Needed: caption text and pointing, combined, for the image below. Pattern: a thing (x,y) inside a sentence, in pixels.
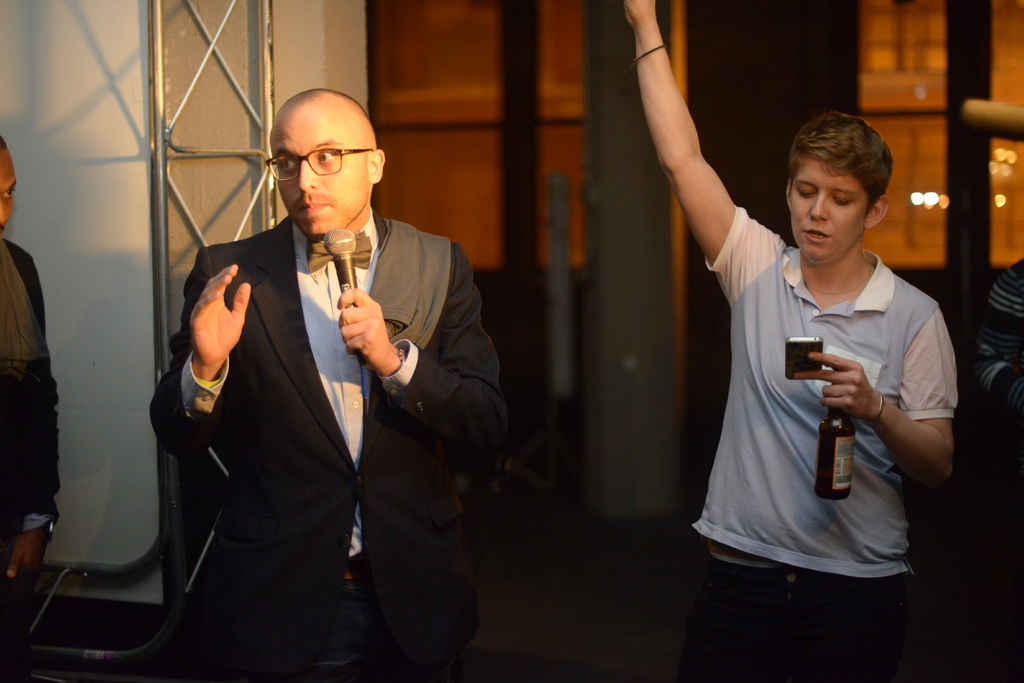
In the image we see there are two persons (748,464) who are standing and they are holding a mike (353,267) and a beer bottle (833,473) in their hand (854,379) and there are persons (11,516) who are standing over the corner.
